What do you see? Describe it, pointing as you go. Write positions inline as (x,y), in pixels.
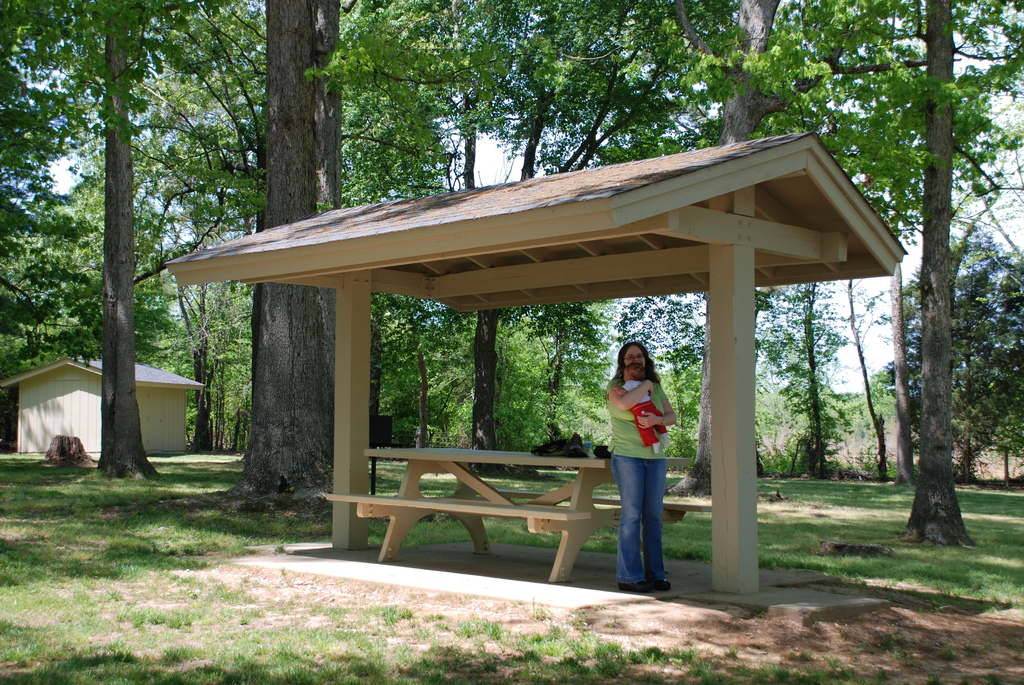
In the center of the image (665,447) we can see a woman (627,525) is standing and she is holding a kid (652,444). In the background (580,115), we can see the sky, trees (282,112), grass (676,528), sheds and a few other objects (496,514).
